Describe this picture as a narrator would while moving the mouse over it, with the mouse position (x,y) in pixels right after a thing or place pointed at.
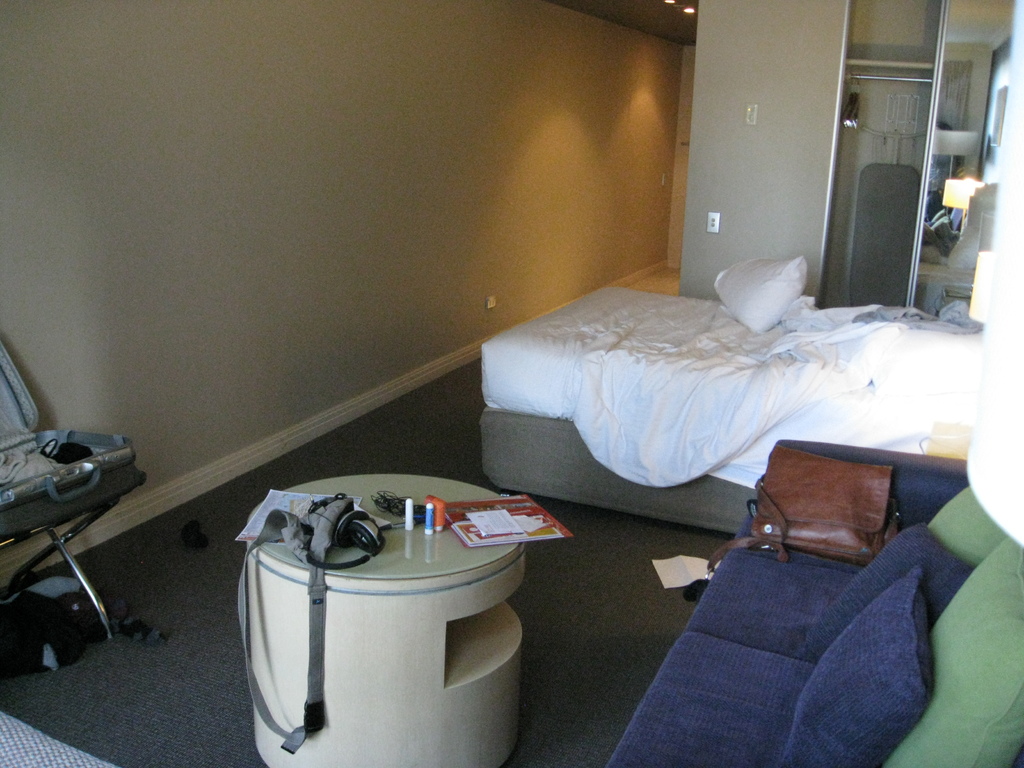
In this image I can see a table (260,532). on the table (455,492) there is a paper (496,519), head set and some of the objects (313,557). To the right (862,592) there is a couch (774,610) and a bag (840,518) on the couch (786,568). To the side of the couch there is a bed (795,367) with white sheet (806,371). There is a pillow (782,297) on that. To the left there is a suitcase (1,383) and at the back (316,202) there is a wall (387,236).
